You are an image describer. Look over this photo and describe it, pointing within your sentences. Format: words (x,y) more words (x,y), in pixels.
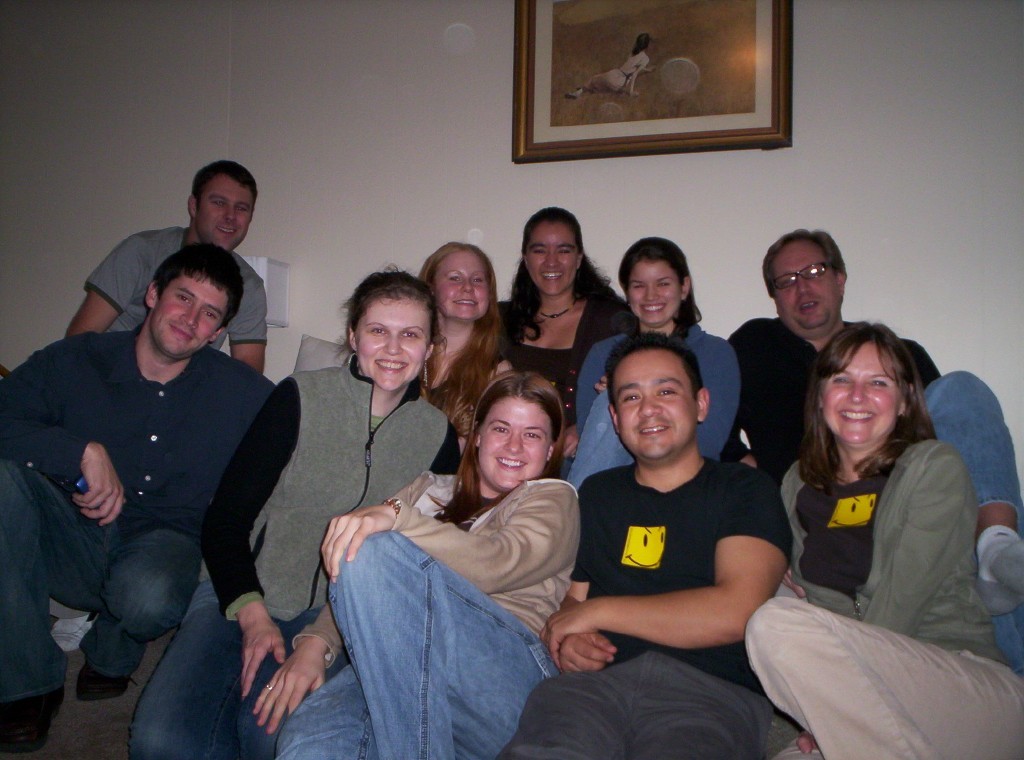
In this image I can see a group of people (405,574). In the background (574,109), I can see a photo frame (713,85) on the wall (870,116).
